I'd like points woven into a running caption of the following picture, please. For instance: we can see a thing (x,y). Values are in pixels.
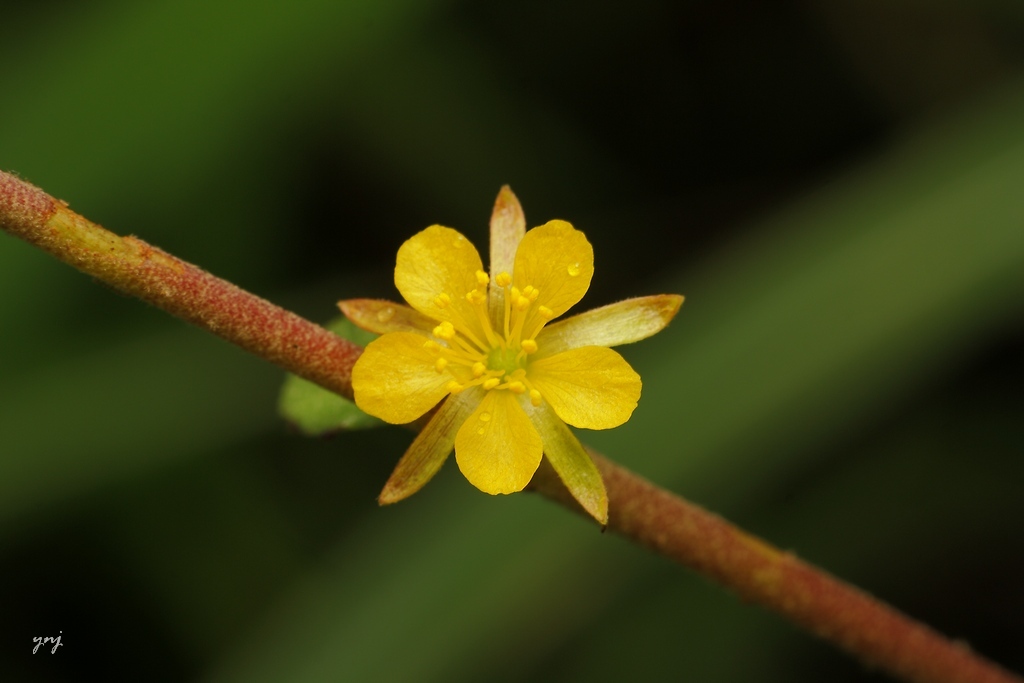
In this image in the center (443,354) there is one flower (524,337) on a stem (337,370), and the background (847,304) is blurred. At the bottom of the image (42,643) there is text (35,643).
